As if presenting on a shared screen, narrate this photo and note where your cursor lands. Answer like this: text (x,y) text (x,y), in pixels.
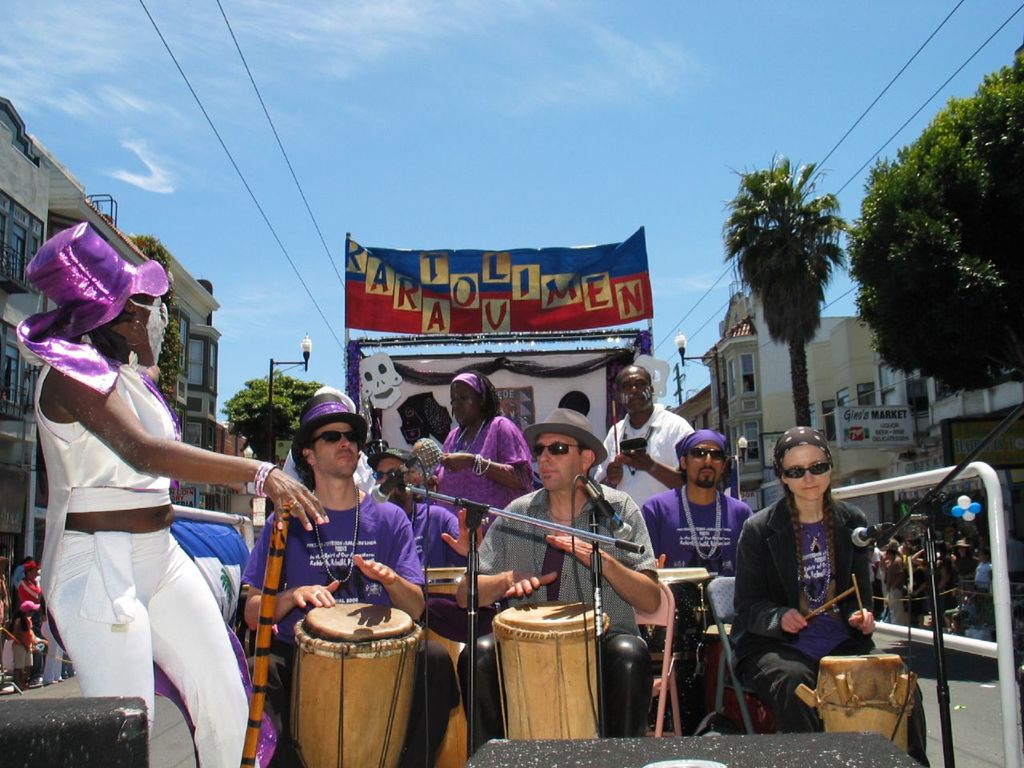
In this picture there are five people (354,523) playing drums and in the background (655,447) we observe two guys (679,481) standing. In the background (372,306) there is also a poster (352,282) named rara tou limen.
